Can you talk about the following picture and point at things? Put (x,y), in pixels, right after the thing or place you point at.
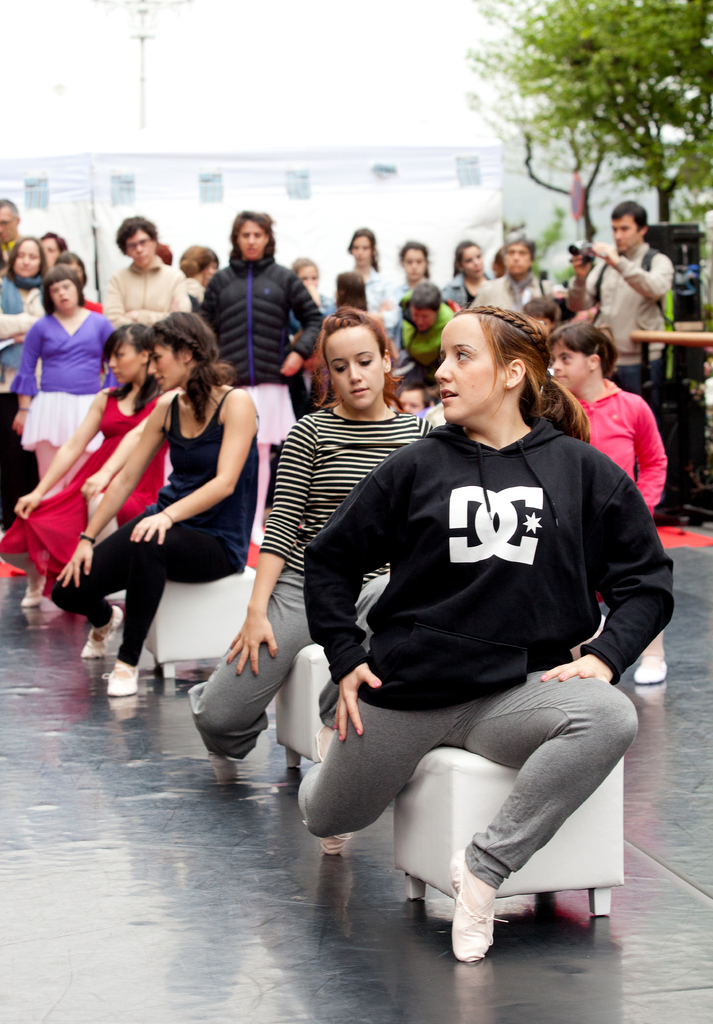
In this picture I can see the path (57,667) in front (24,619), on which there are few people (69,484) sitting on white colored stools (312,689) and rest of them are sitting or standing. In the background (612,177) I can see a building (20,175) and few trees (567,157). On the right side of this image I can see a man (602,293) holding a thing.
